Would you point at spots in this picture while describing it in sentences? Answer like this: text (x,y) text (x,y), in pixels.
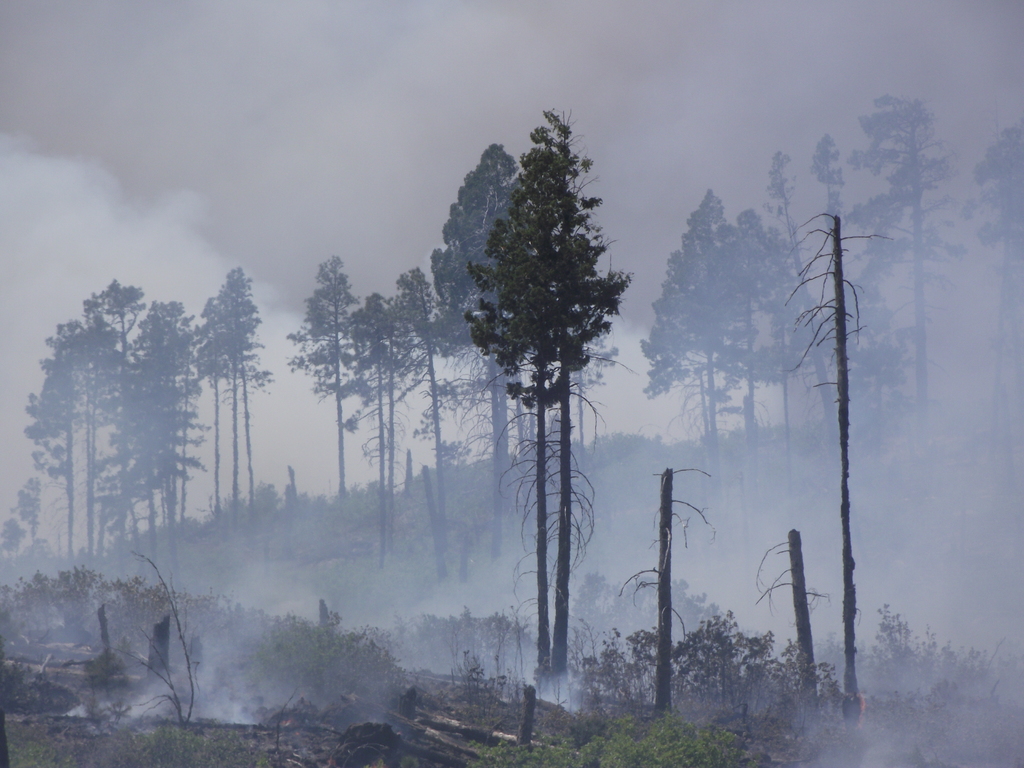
This picture is clicked outside the city. In the foreground (703,752) we can see the green grass (168,741) and the plants (186,741) and there are some objects (74,662) lying on the ground (971,743). In the background (626,46) we can see the sky (409,111), trees (211,344) and the smoke (904,553).
